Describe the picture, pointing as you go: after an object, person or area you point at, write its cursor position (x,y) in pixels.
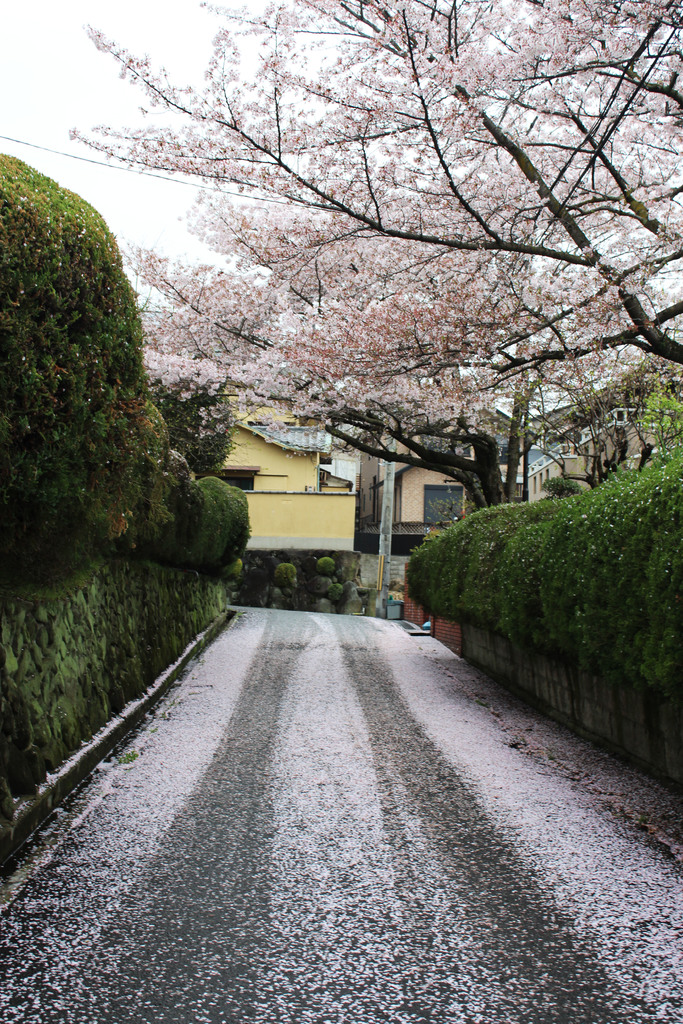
In this picture we can see plants (202,566), trees (462,420), flowers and wall (329,528). In the background of the image (337,525) we can see houses (641,406) and sky (94,115).
